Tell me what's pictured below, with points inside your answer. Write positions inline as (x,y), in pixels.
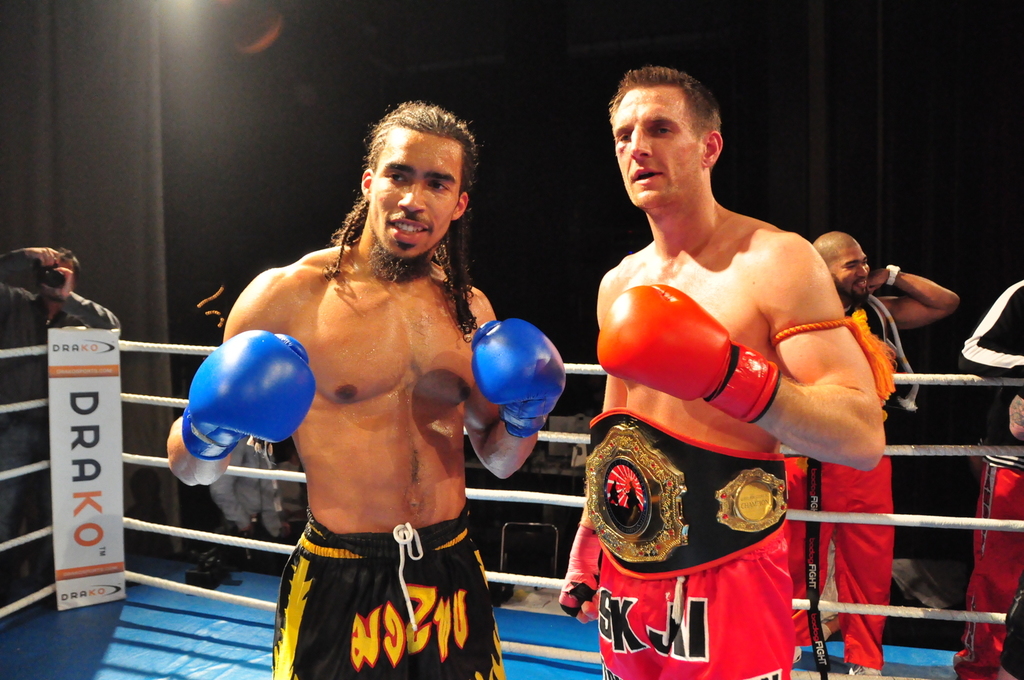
In this picture I can see few people (760,257) are standing on the stage (565,679) and couple of them worn boxing gloves (194,406) and a man (665,419) wore a belt (654,520) to his waist (676,409) and I can see a man (77,325) standing and holding a camera (53,275) and taking picture and I can see a board (82,417) with some text (78,437) and I can see few people (261,467) on the back (268,504).
